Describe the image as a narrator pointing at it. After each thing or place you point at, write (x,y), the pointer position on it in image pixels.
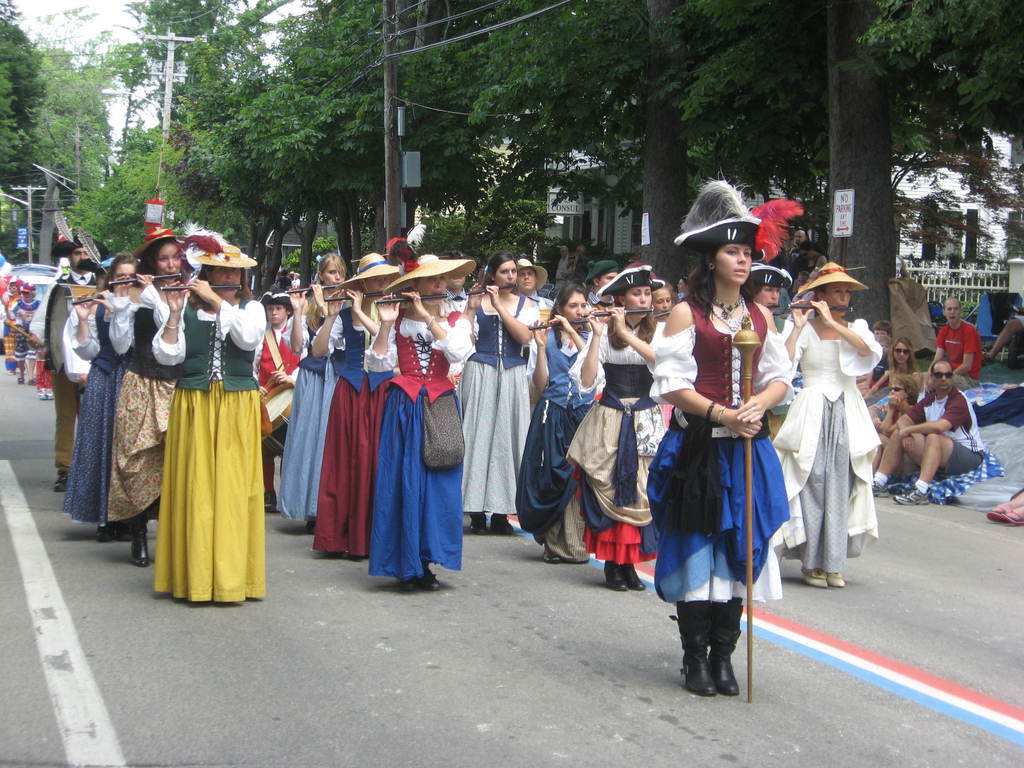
In this image we can see some people (692,675) and among them few people (628,497) playing musical instruments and few people (972,352) are sitting on the right side of the image (906,376). We can see some buildings (919,212) and trees (667,239) in the background (525,81) and there are some power poles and we can see the sky (56,10).
